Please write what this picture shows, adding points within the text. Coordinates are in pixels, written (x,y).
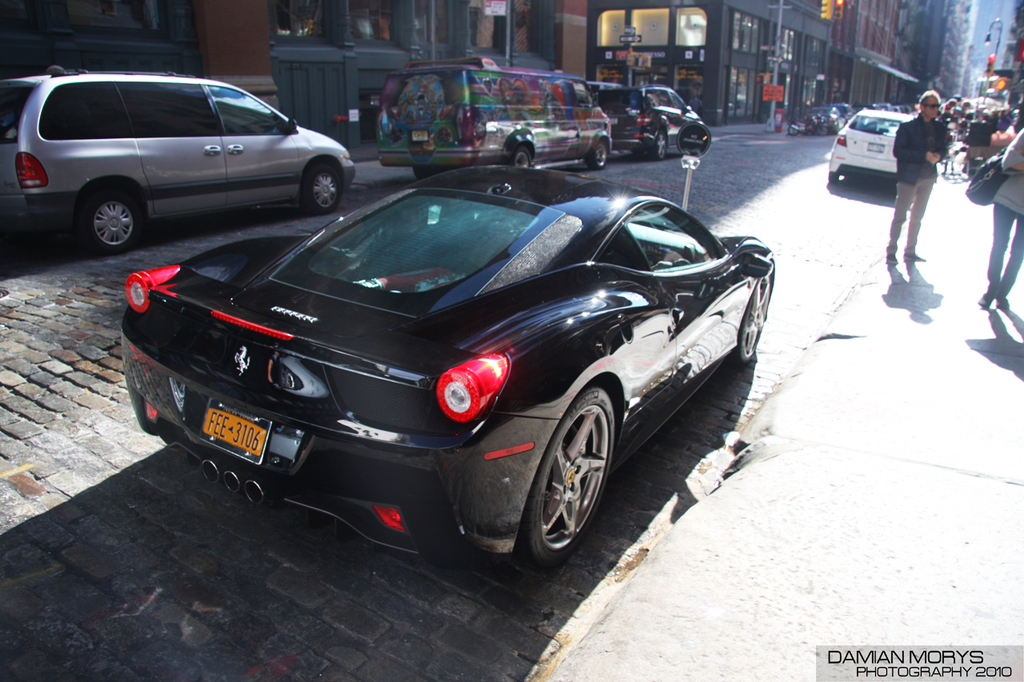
In this image there are buildings (571,37) truncated towards the top of the image (591,37), there is the road (63,429) truncated towards the left of the image (33,399), there are vehicles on the road (54,377), there are group of persons (951,128), there is a person (996,233) truncated towards the right of the image (1004,180), a person (998,200) is wearing a bag (989,176), there are poles (508,9) truncated towards the top of the image (769,60), there are boards (782,98), there is a board (493,0) truncated towards the top of the image (496,5), there is text (905,661) towards the bottom of the image (928,653).
